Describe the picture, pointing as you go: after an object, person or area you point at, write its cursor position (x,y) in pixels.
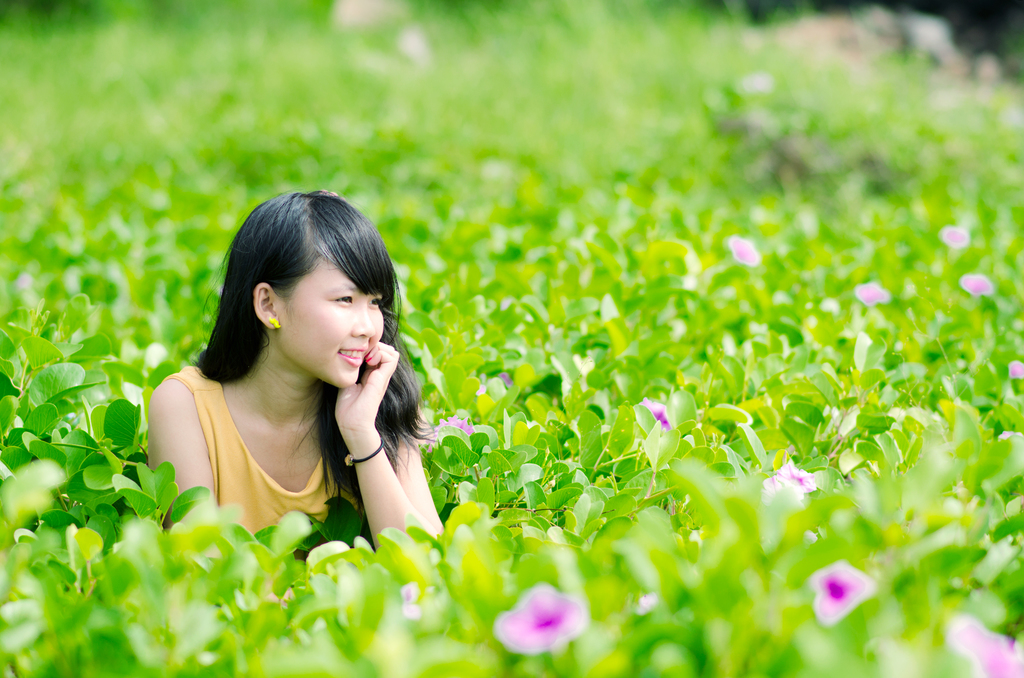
In the picture I can see a woman (331,356) on the left side (213,344) and there is a pretty smile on her face (320,326). I can see the flowering plants (660,328) and green leaves (175,484).
